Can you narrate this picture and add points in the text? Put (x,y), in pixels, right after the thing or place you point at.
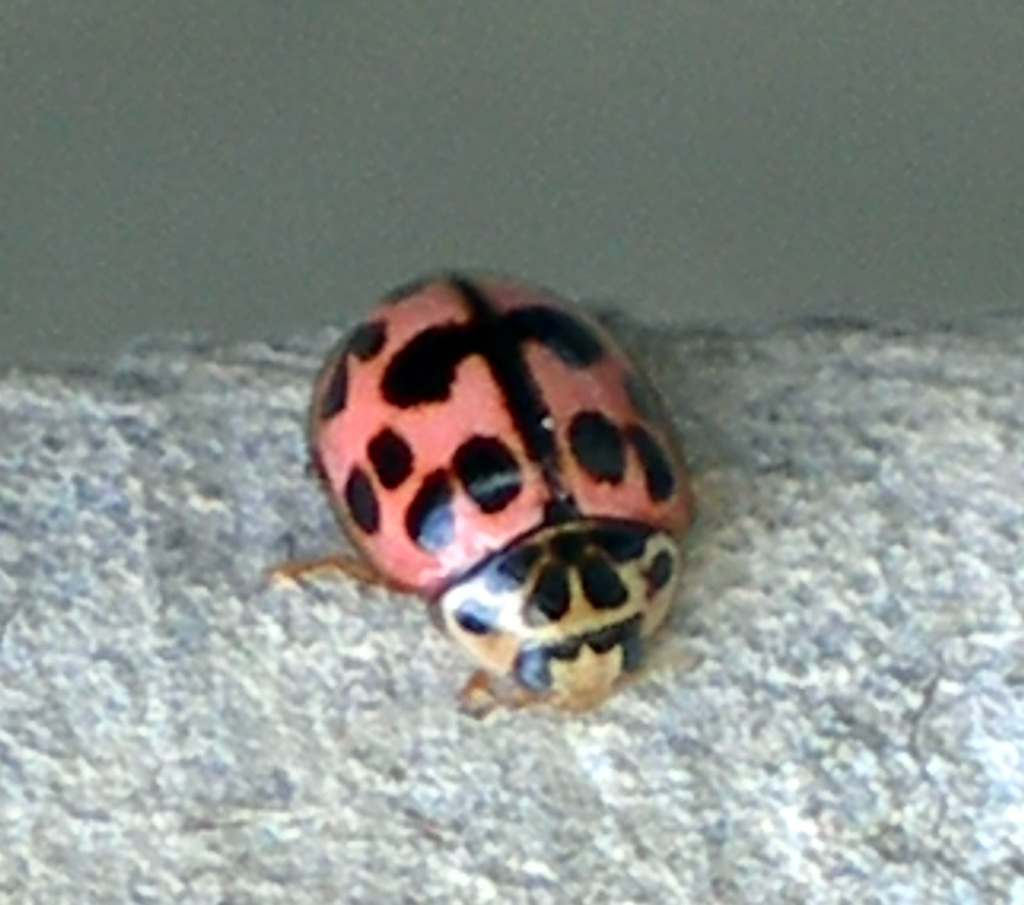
In this image we can see an insect (437,560) which looks like a ladybird beetle (417,385) on the surface (641,701).
